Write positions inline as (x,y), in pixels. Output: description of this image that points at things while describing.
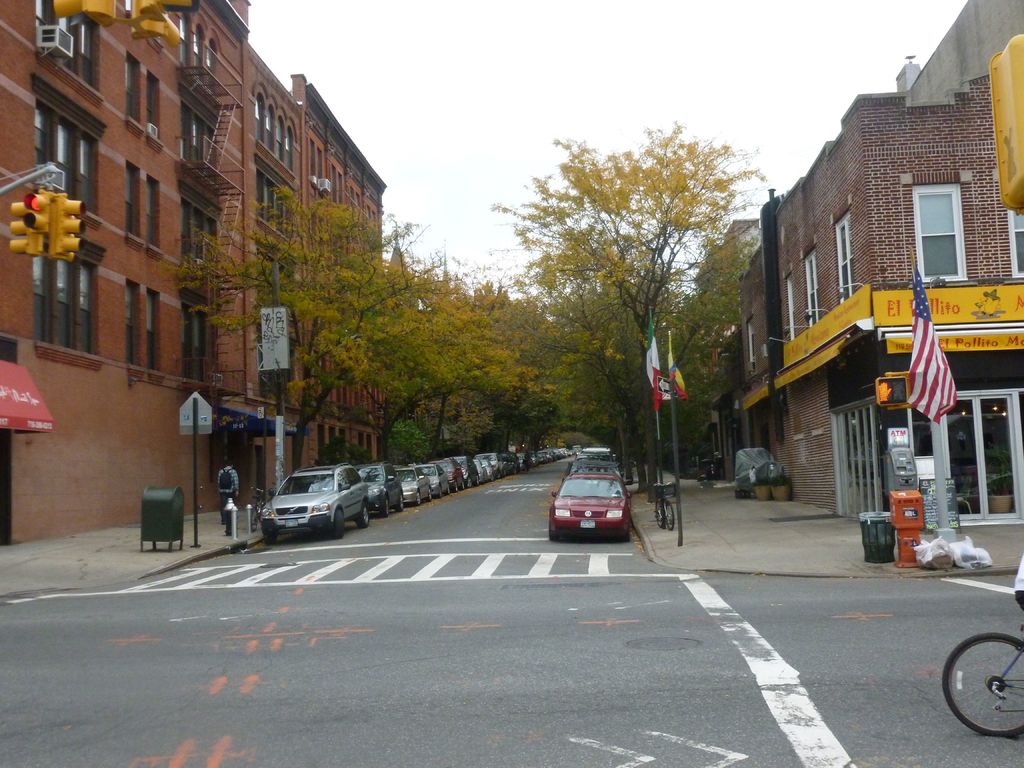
In this image, we can see so many vehicles (314,534) are parked on the road (378,668). On the road (480,680), we can see few lines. Here there are so many buildings (959,280), trees (623,325), poles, walls (100,79), windows (968,463), stairs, traffic signals (151,20), banners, boards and walkways (766,502). Here we can see a person (226,488) is standing on the walkway (161,558). Background (481,125) there is a sky (751,152).
